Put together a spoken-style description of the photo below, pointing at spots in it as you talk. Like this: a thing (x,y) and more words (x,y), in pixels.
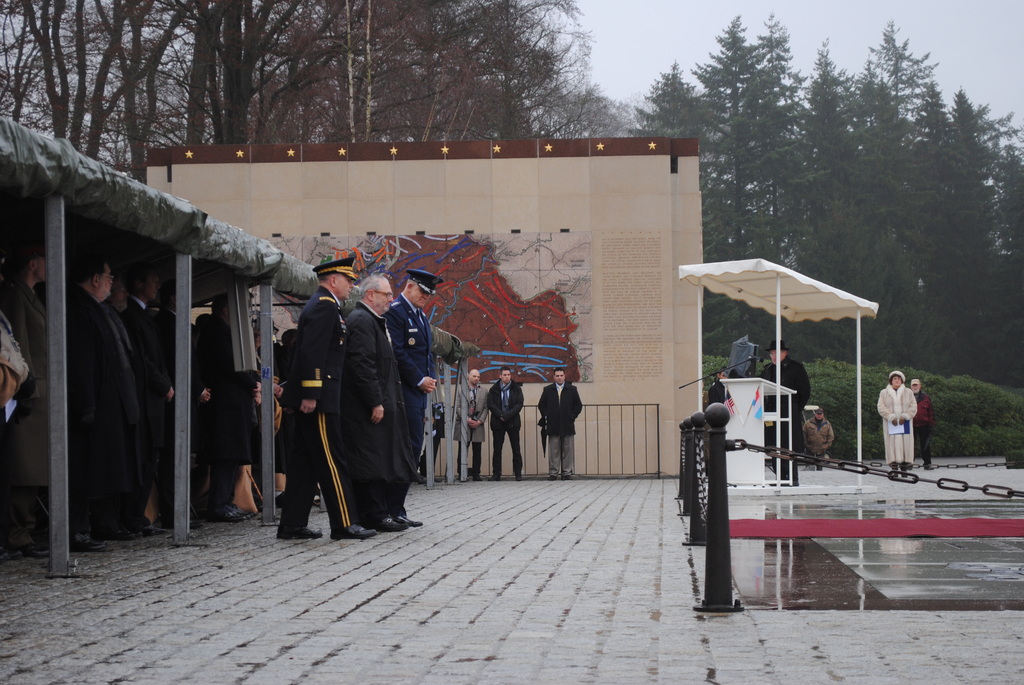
There are groups of people (388,409) standing. This looks like a podium (749,385) with a mike (752,361). I think these are the iron chains (836,465), which are attached to the iron poles (719,504). This is the red carpet (912,522) on the floor (922,536). These are the trees (705,82) and bushes (943,396). This looks like a shelter (149,216). These are the iron pillars (266,466). I think this is a poster (511,239).
